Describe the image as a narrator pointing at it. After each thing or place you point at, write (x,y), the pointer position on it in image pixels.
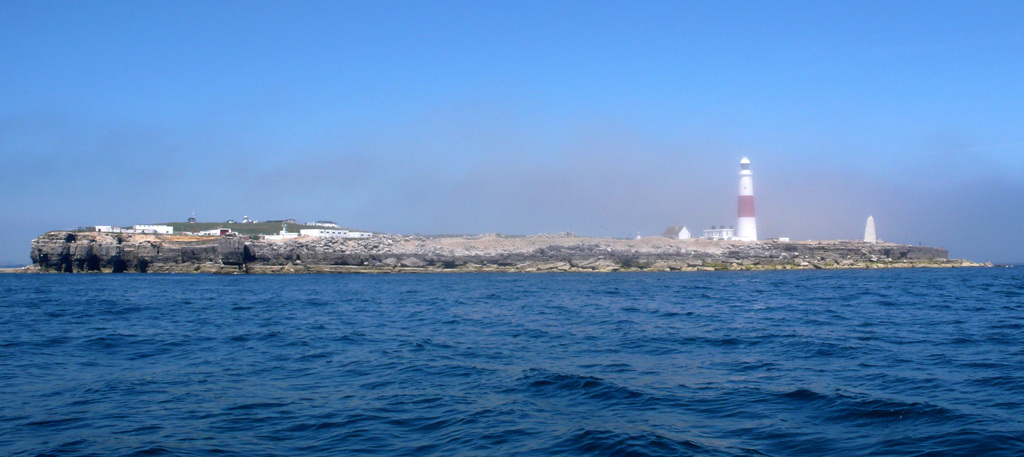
In this image we can see water (330,396), rock (273,251), tower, and houses (156,231). In the background (604,170) there is sky (864,85).
